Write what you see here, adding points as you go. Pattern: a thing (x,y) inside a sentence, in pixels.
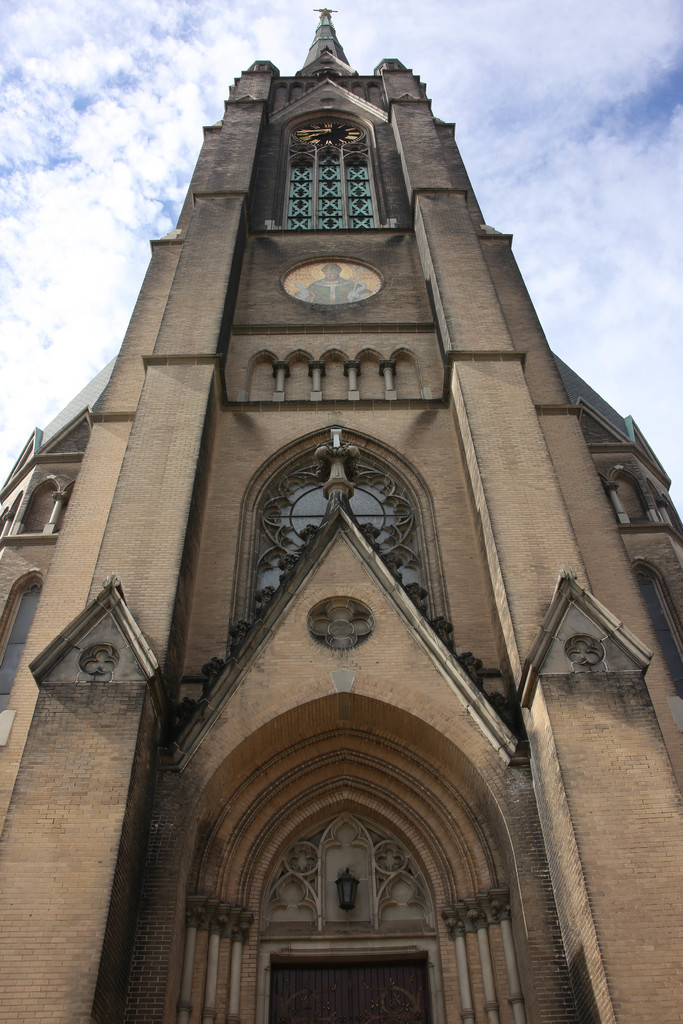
In this picture we can see a building (377,454) and we can see sky (13,254) in the background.
